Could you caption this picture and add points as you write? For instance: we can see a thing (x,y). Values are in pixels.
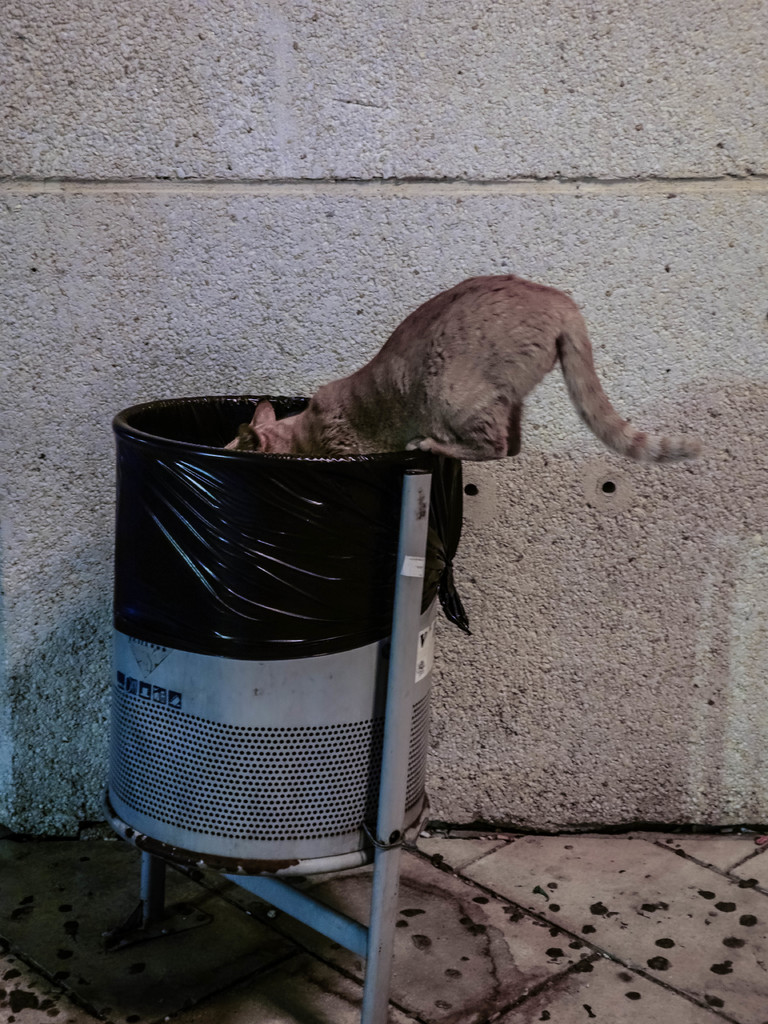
In this picture, we can see a dustbin (231,690) and in the dustbin (227,674) there is a black polyethylene cover (199,570) and on the dustbin (182,702) we can see an animal (378,433) is standing. Behind the dustbin (179,673) there is a wall (676,323).
